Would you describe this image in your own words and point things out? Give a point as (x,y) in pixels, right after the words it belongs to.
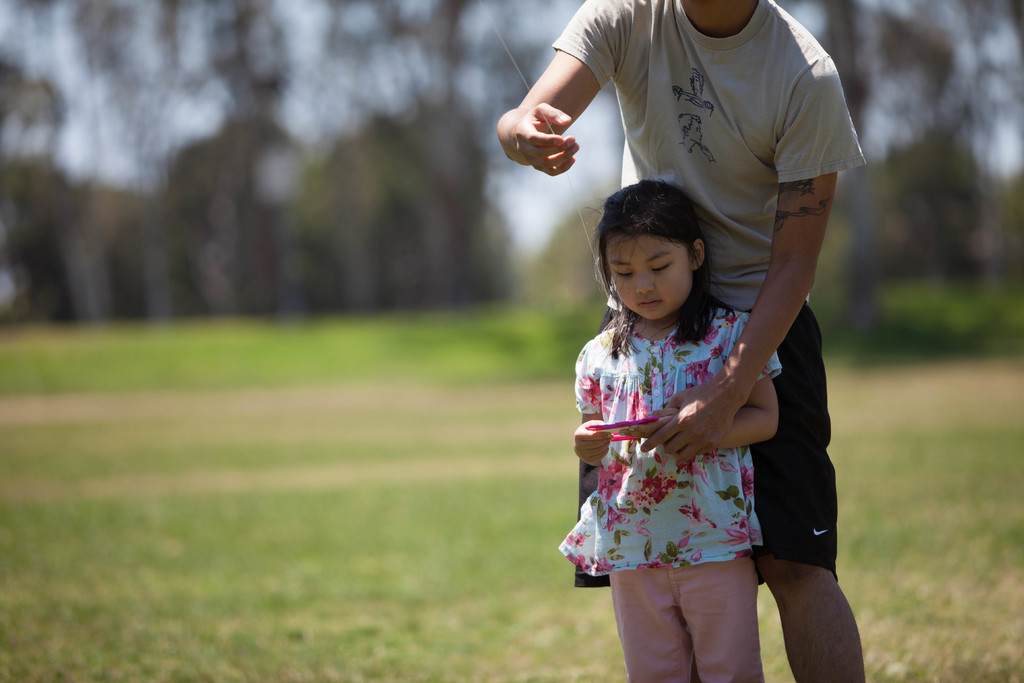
In the picture we can see a person (710,202) and a girl child (693,519) standing on the grass surface (368,393) and holding a string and far away from them, we can see the trees (385,208) and the sky (996,148) which are not clearly visible.
